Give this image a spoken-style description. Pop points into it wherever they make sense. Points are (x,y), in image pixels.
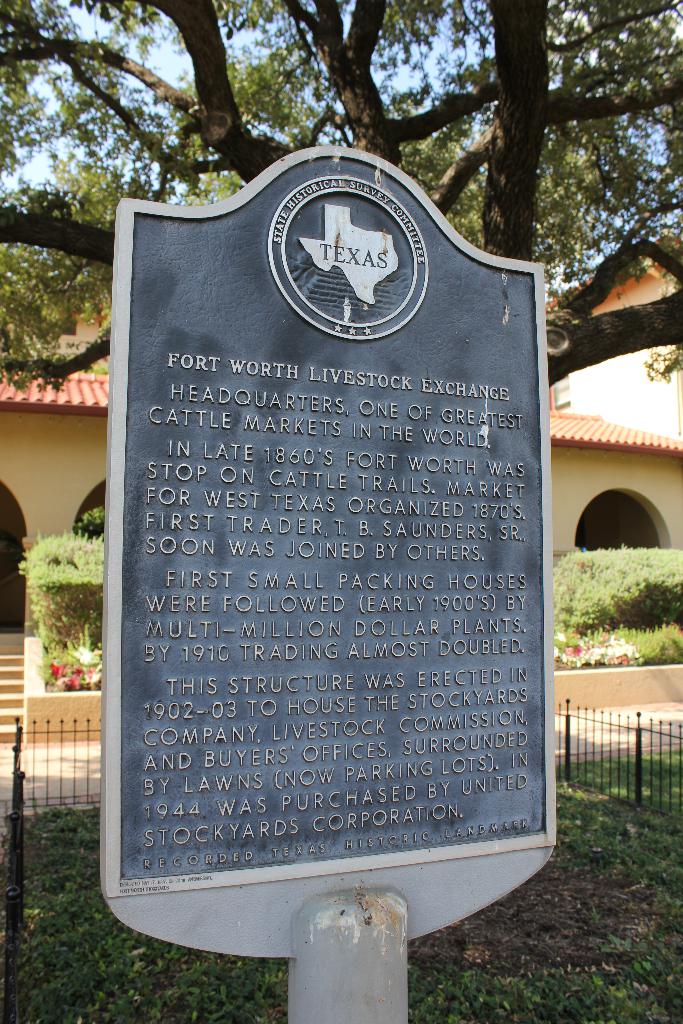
In the image we can see a board (320,509) and on it there is a text (254,600). Here we can see fence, grass (642,968), stairs (1,671) and the building (86,395). Here we can see arch (11,552), plant (627,587), tree (469,97) and the sky (146,60).
